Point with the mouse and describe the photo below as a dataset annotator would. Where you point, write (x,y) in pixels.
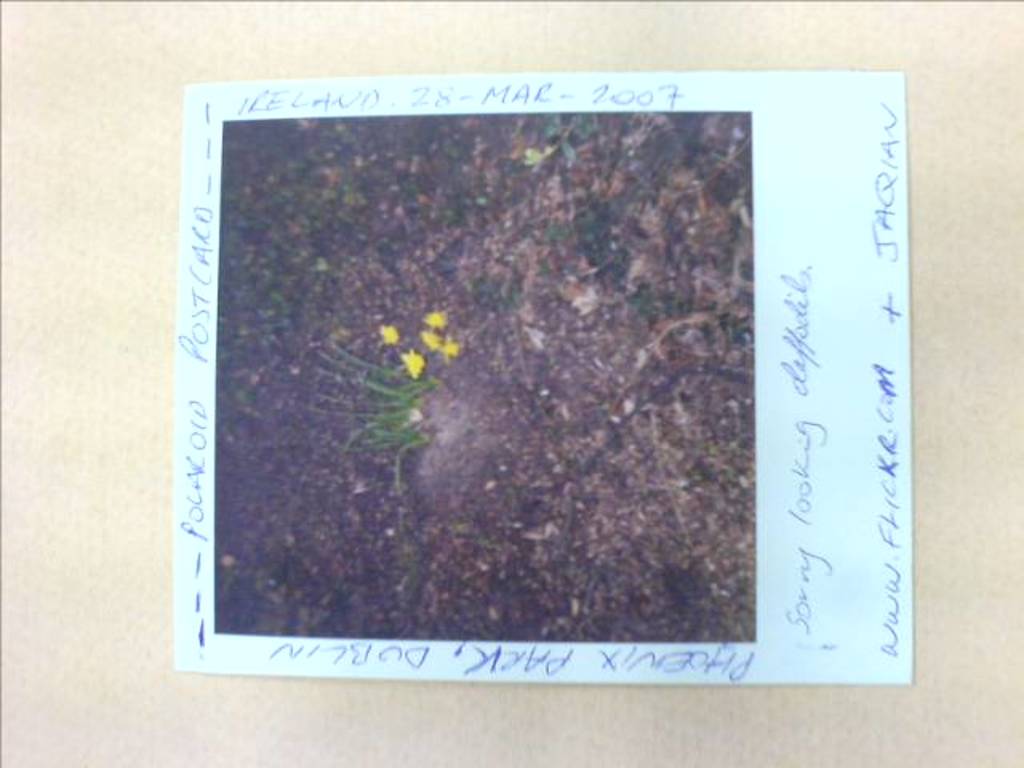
In this picture we can see a paper (531,545), in this paper (491,540) we can see a picture (495,532) of plants (426,323) and flowers (431,313), we can also see some text (402,105) on this paper (884,413), there is a plain background (116,266).
